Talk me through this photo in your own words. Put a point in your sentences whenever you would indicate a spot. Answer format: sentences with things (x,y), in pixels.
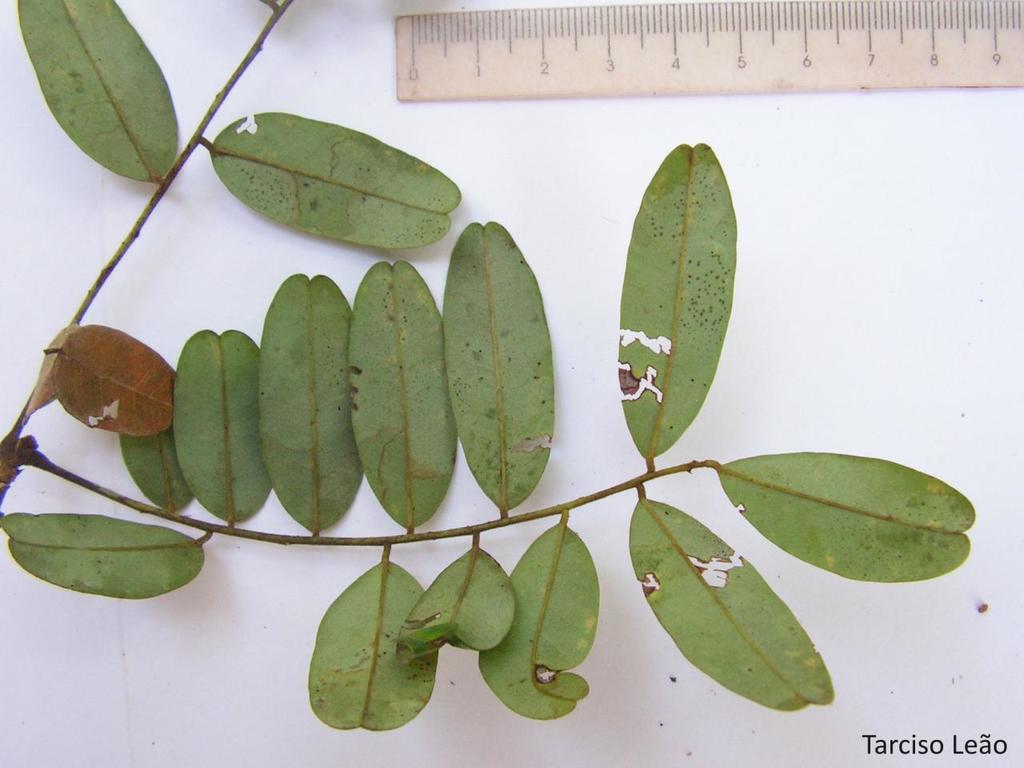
In this image I can see the plant (213,447) with leaves (353,422). To the side I can see the scale (608,70). These are on the white color surface (556,721).
